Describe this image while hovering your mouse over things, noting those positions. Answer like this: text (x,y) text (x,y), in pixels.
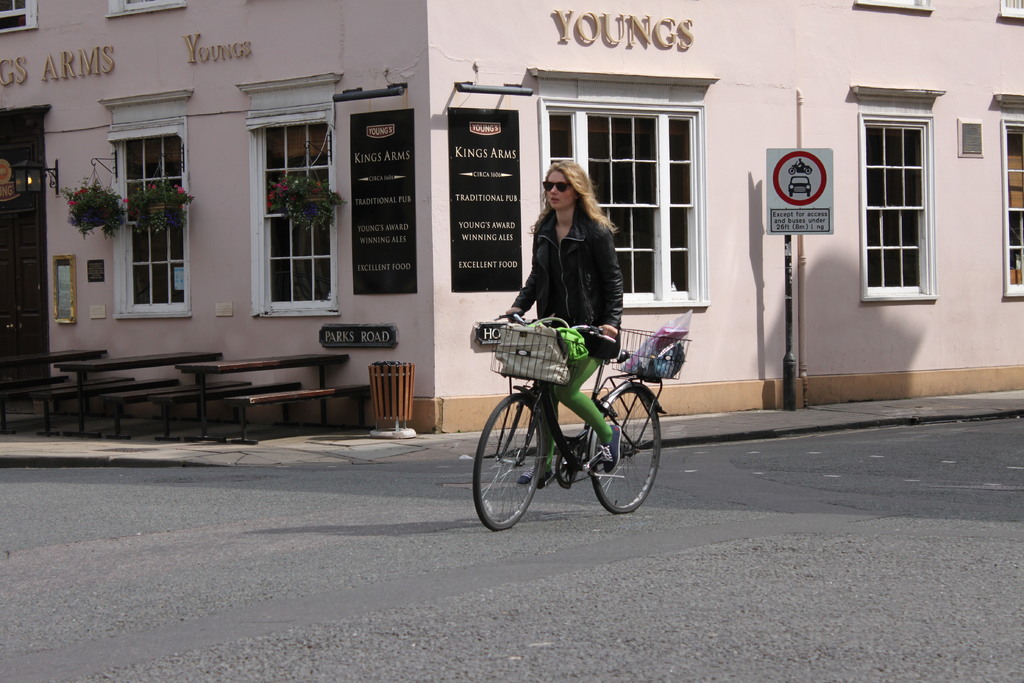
A lady (608,231) with black jacket (582,268) is riding a cycle (557,440) on the road (569,634). On the footpath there are some benches (159,391). To the left side (25,237) corner there is a door (31,242) and a lamp (21,172). Behind the lady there is a building (240,176). And there are flower pots (168,209), windows (123,202), posters (389,182) and sign board (769,184) on it. And there is a dustbin (383,384) on the footpath (248,430).
